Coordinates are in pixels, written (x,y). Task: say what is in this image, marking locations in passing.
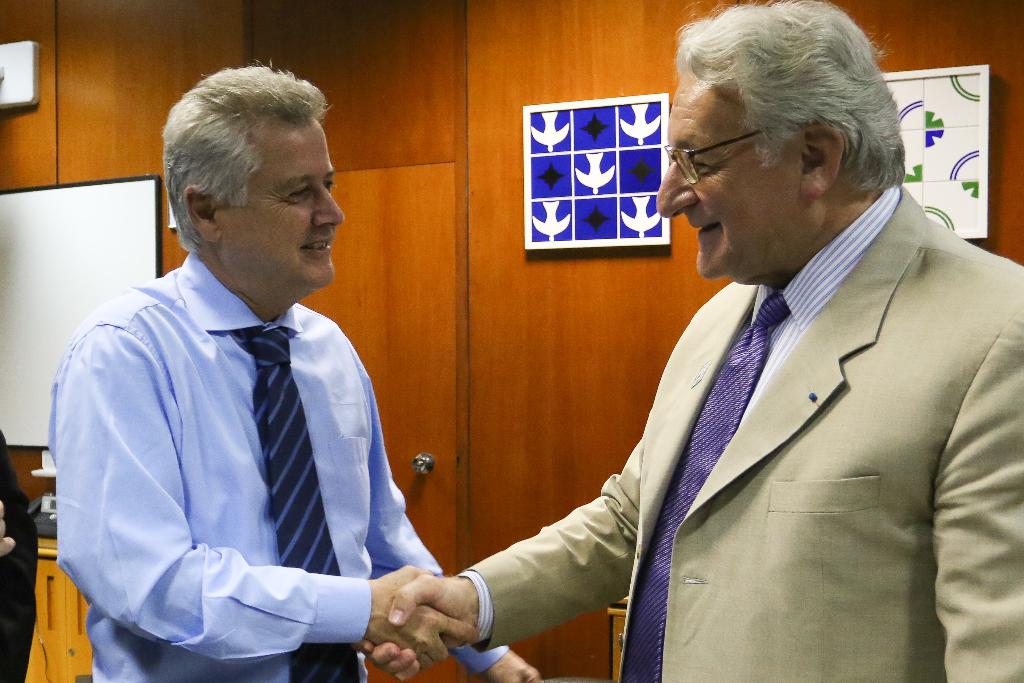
In the picture I can see two men (817,189) shaking the hands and there is a smile on their face (790,167). The man (865,481) on the right side (822,515) is wearing a suit (821,504) and tie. I can see another man (265,415) on the left side (217,439) is wearing a shirt (230,402) and tie (294,402). I can see the wooden door (416,452) with handle (420,467). I can see a white board (62,234) on the wooden wall (485,292) on the left side (98,226). I can see the decorative design objects (596,133) on the wall (996,211) on the right side (906,97).
